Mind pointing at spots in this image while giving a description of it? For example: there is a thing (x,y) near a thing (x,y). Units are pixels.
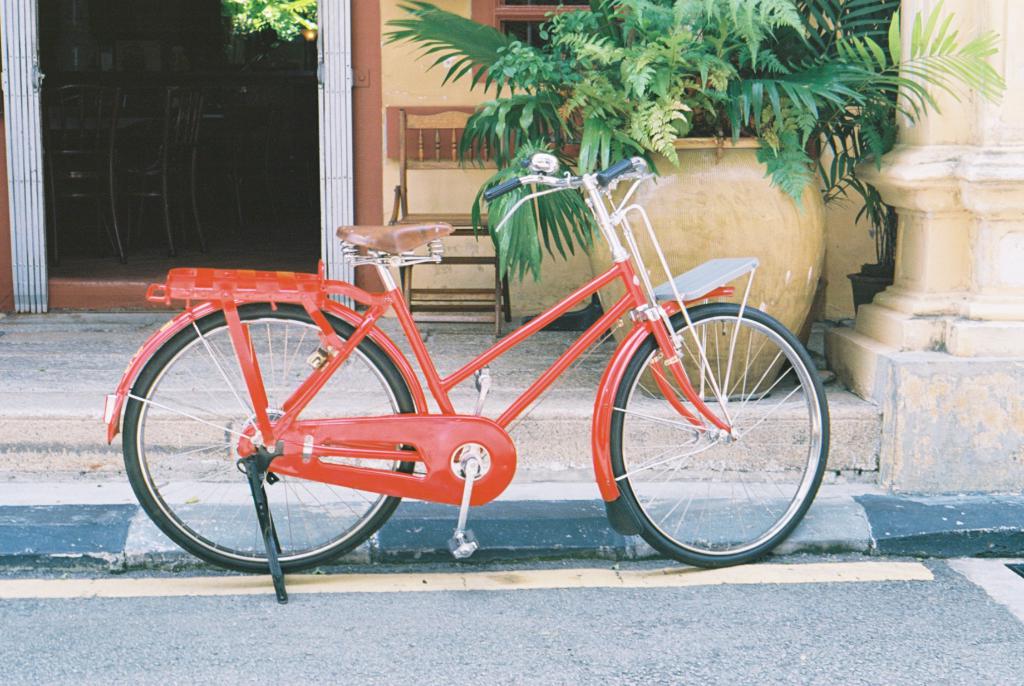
In the front of the image (493,492) I can see a bicycle (629,510) is on the road (534,602). In the background of the image (733,250) there are chairs (424,119), window (527,22), gate (32,121), plants (480,139), pillar (940,150) and things (278,123).
